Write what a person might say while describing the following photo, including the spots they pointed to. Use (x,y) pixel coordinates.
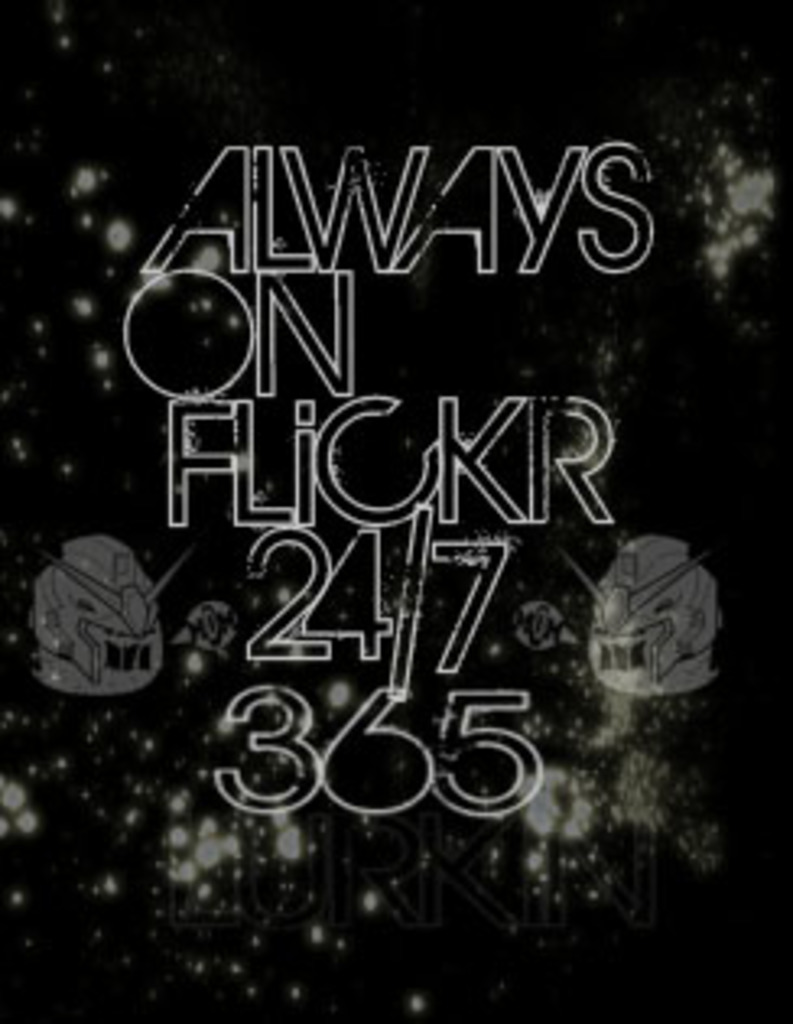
This is the edited image in which there is a white text (292,432) on the black colour background (248,101).
